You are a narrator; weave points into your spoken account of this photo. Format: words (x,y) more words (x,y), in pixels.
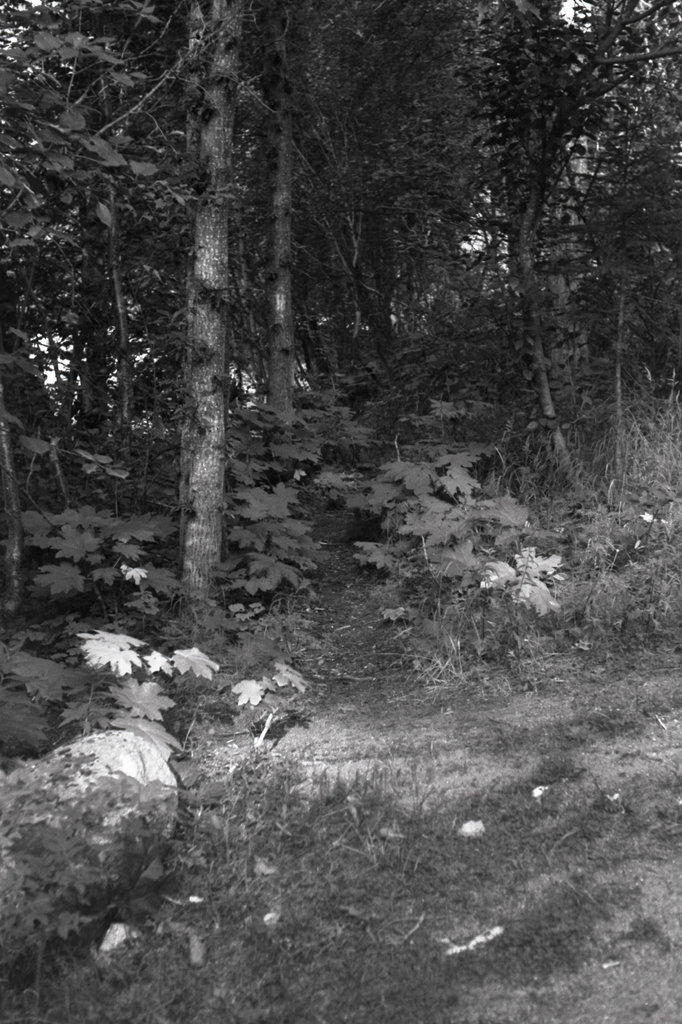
This is a black and white image. In this image we can see grass (308,714), plants (410,477), trees (419,221) and sky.
